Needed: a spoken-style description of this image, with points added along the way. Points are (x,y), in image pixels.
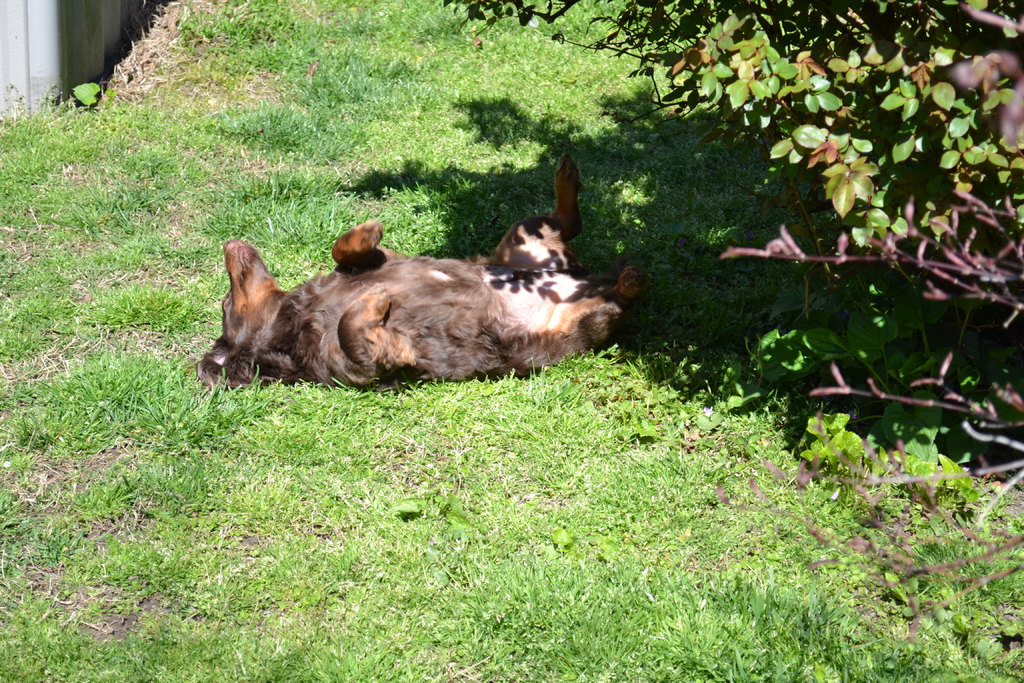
In this image we can see an animal (445,292) on the ground (312,438) and there are trees (916,180) on the right side (954,245) and a wall (65,33) on the left side (84,49).
